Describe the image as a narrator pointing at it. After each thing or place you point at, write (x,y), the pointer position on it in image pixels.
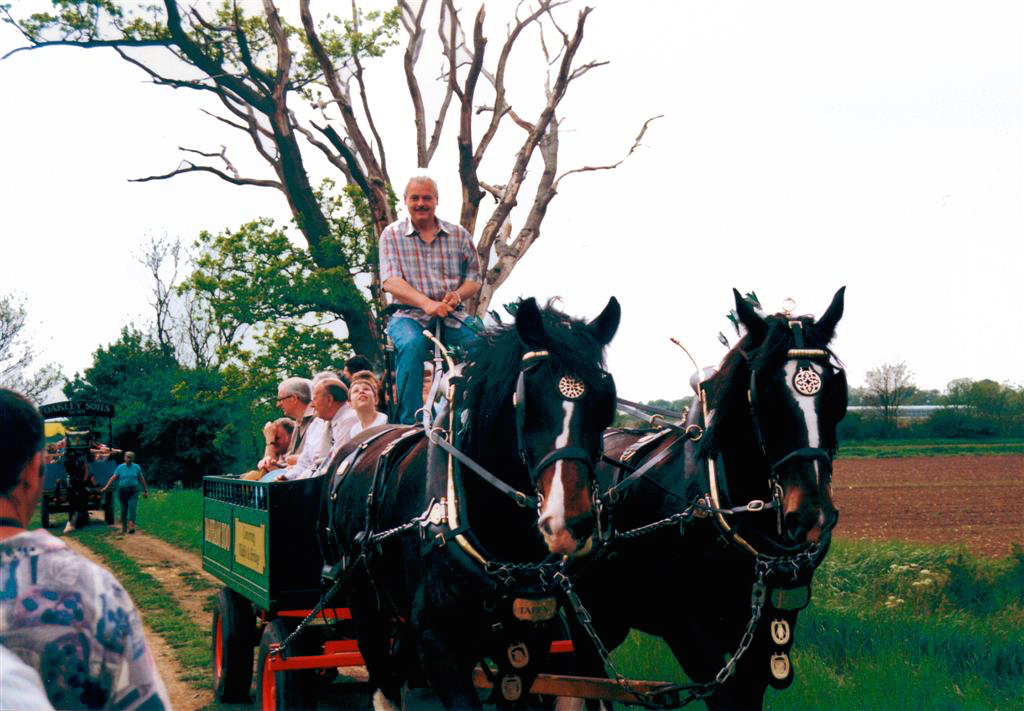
The image is outside of the city. There are group of people (318,388) sitting on cart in middle (379,246) there is a man (441,267) who is riding two horses (543,448). On right side (884,486) we can see a land (920,486) in background (131,494) we can see a man (123,510) who is walking. From left to right there are some trees (226,352) and sky (115,106) on top (78,70).
